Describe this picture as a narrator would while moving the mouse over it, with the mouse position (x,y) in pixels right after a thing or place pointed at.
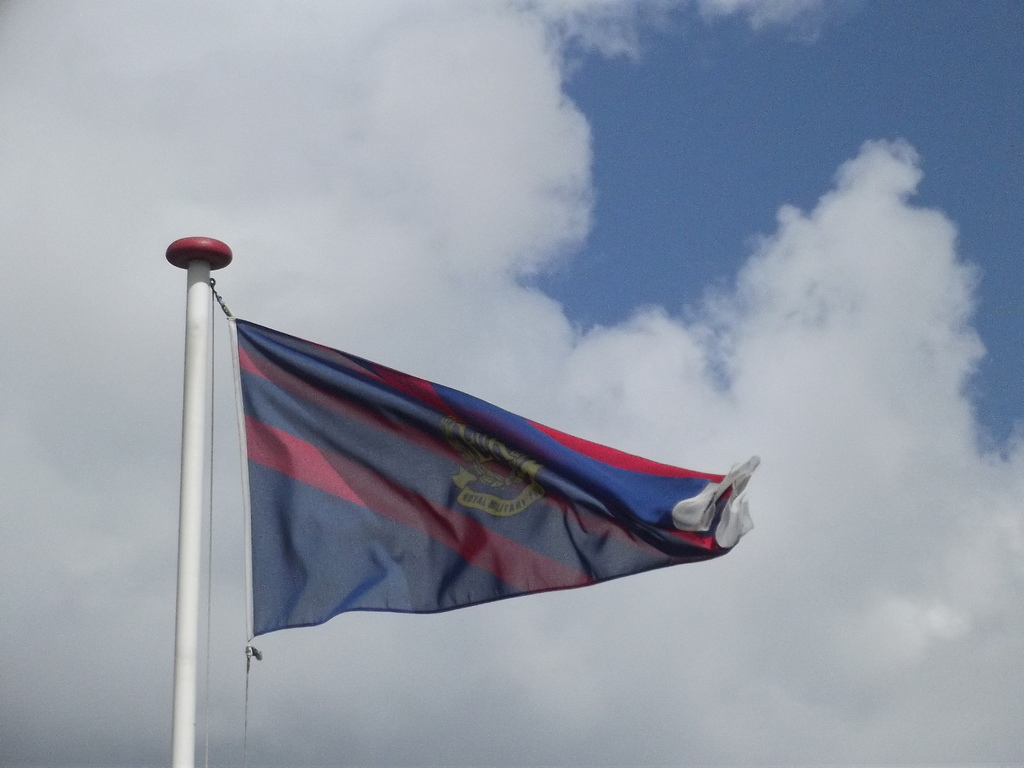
On the left side (289,514), there is a flag (364,520) attached to a thread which is attached to a white color pole (202,270). In the background (698,159), there are clouds (600,1) in the blue sky (686,163).
